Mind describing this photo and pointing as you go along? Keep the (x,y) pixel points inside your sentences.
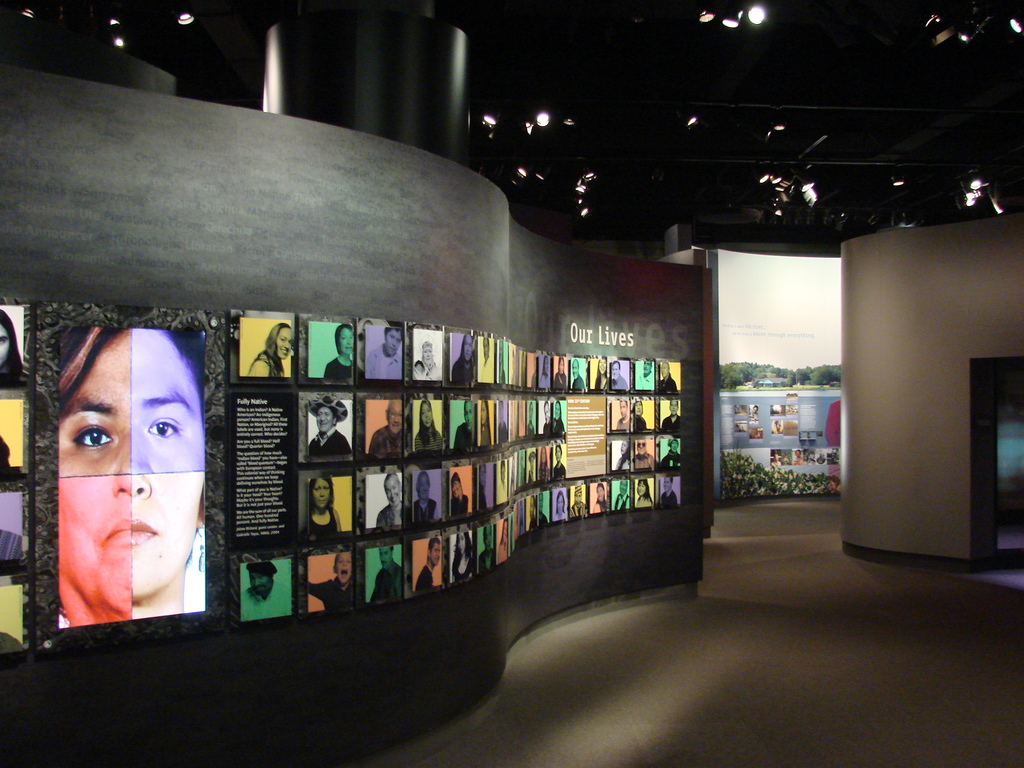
In this picture we can see the floor (800,645), photo frames (422,343) on the wall (619,318), lights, some objects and in the background (683,105) it is dark.
